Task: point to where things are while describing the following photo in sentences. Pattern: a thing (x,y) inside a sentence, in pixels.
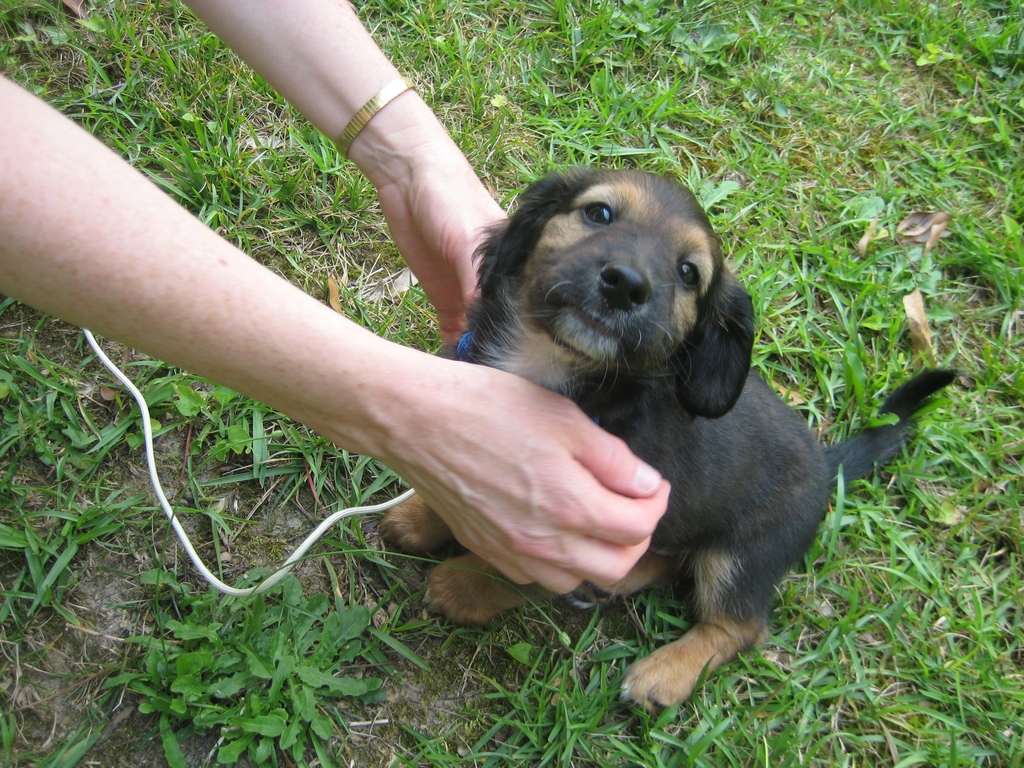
In the image in the center, we can see one person (447,440) holding dog (674,435), which is in brown and black color. In the background (683,115) we can see grass (877,84) and wire (206,568).
